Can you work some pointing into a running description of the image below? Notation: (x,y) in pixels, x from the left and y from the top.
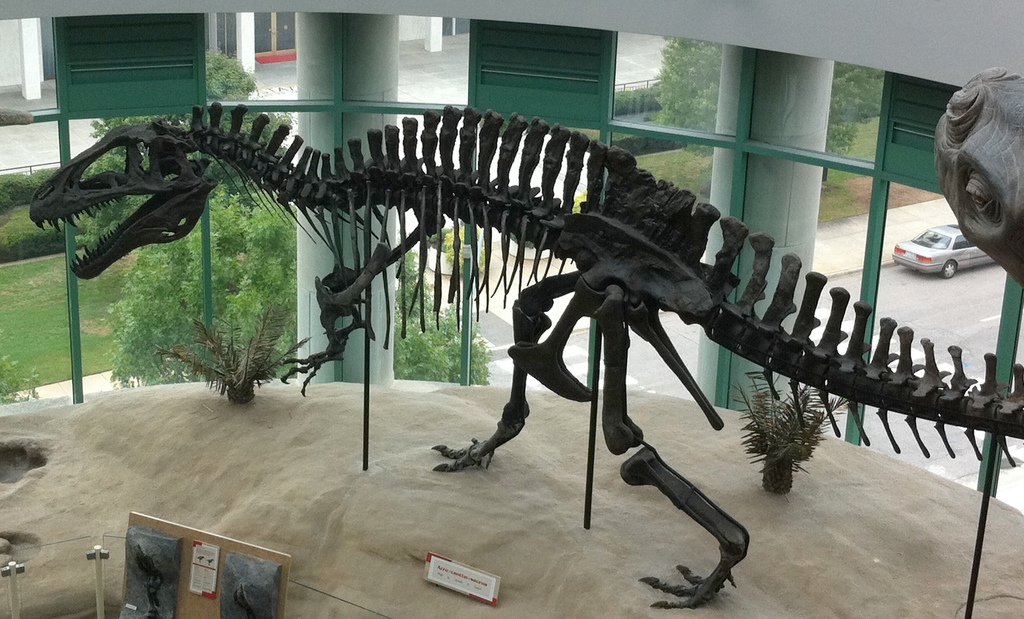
In the image there is a dinosaur skeleton (703,245) on the floor (413,497), behind it there is a car (964,249) on the road (964,277) and trees (717,53) in the background (232,261), this is clicked inside a museum.
